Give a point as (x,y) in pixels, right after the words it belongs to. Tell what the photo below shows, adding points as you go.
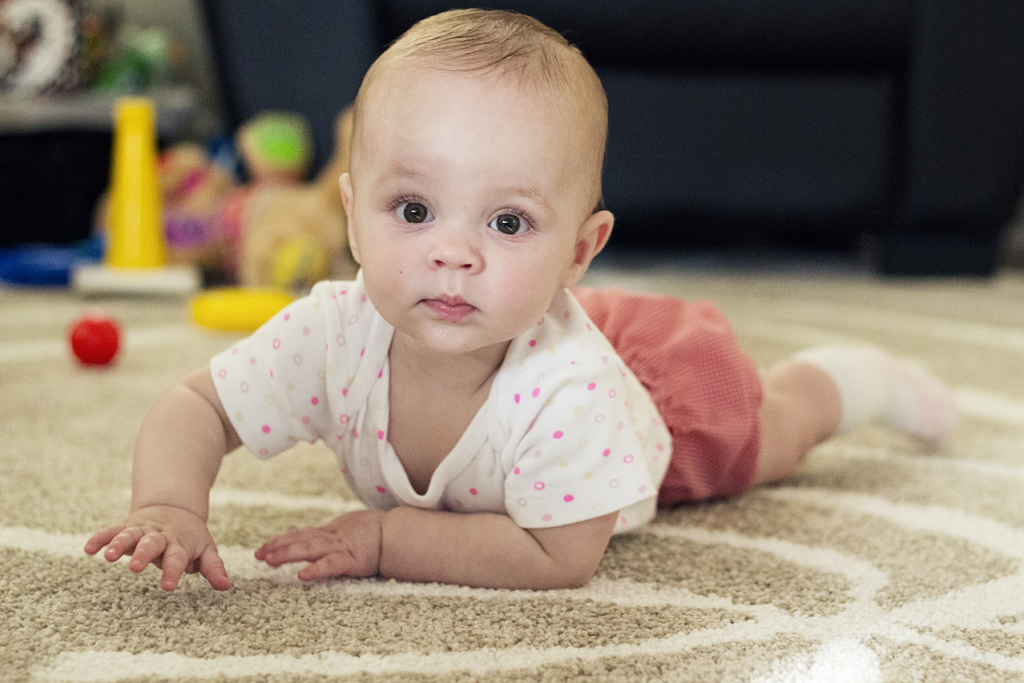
In this image I can see a baby (495,545) is lying on the floor (508,597), this baby (632,494) wore t-shirt (649,461), short (681,442).
